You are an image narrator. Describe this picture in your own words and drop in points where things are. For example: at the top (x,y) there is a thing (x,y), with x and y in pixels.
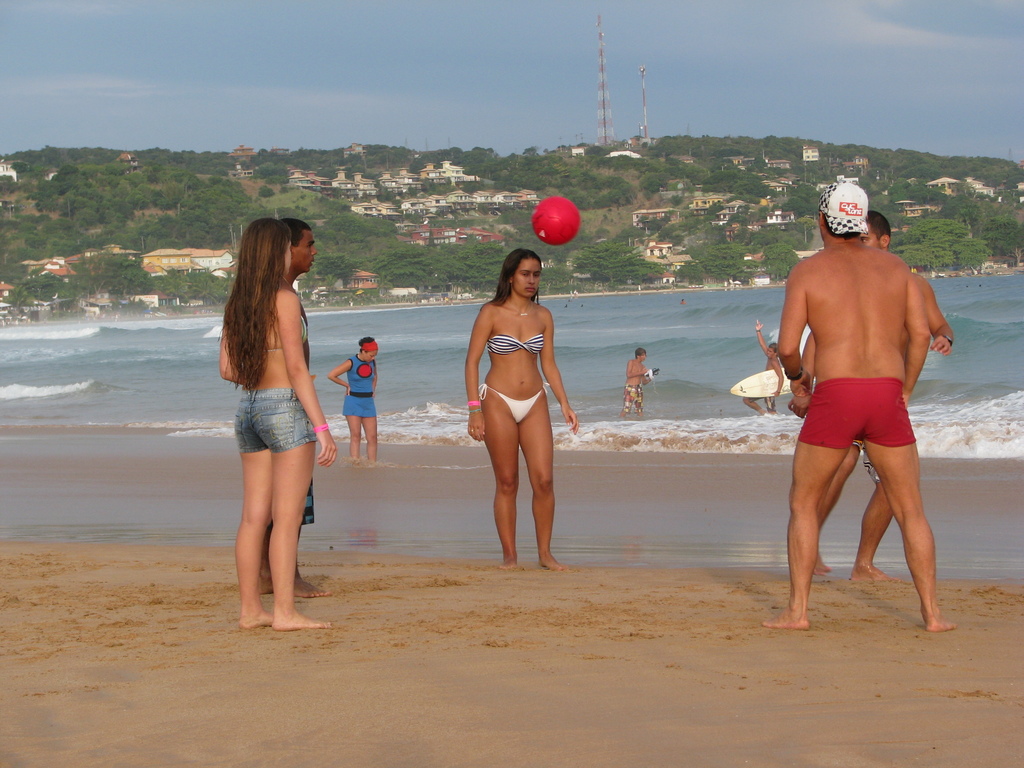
In this image in front (534,419) there are people (796,375) standing on the sand (524,663). Behind them there are people (776,351) standing in the water (663,381) and they are holding the surfing boards (746,390). In the background of the image (309,281) there are trees (926,231), buildings (150,267), towers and sky (384,36).
